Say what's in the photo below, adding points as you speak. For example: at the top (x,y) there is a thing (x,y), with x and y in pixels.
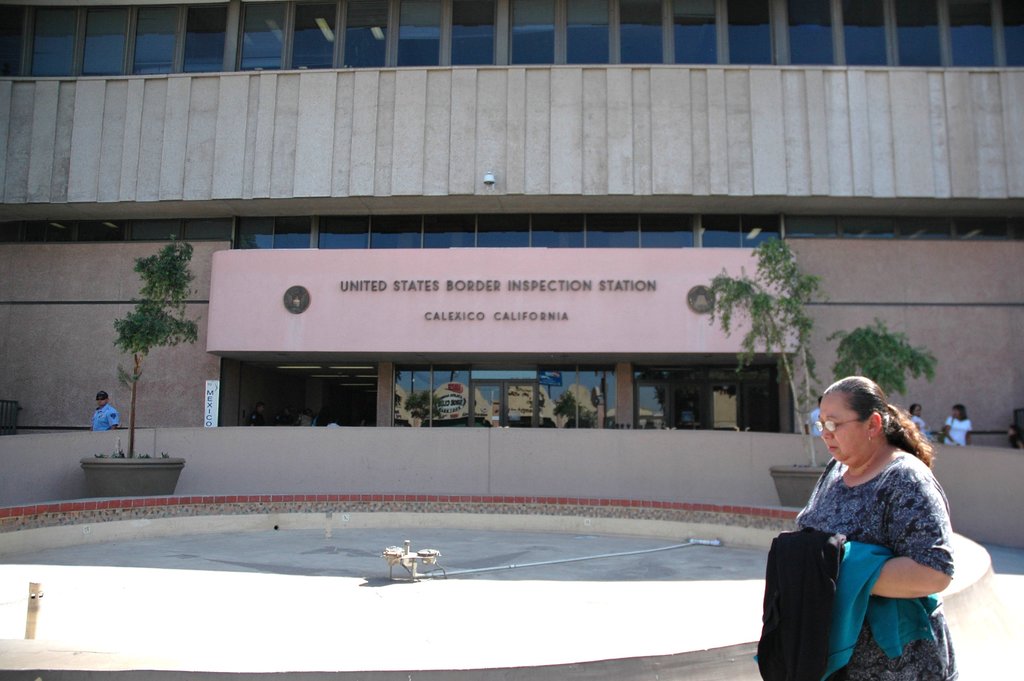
In the front of the image (821,549) I can see a woman (896,499) and a water fountain (323,634) without water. In the background of the image (975,222) there is a building (605,8), people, plants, boards (296,332) and glass windows (403,41). On these glass windows (152,37) there is a reflection (406,401) of trees (564,407), building (507,402) and sky (588,380). Through these glass windows (371,48) I can able to see lights (325,24).
